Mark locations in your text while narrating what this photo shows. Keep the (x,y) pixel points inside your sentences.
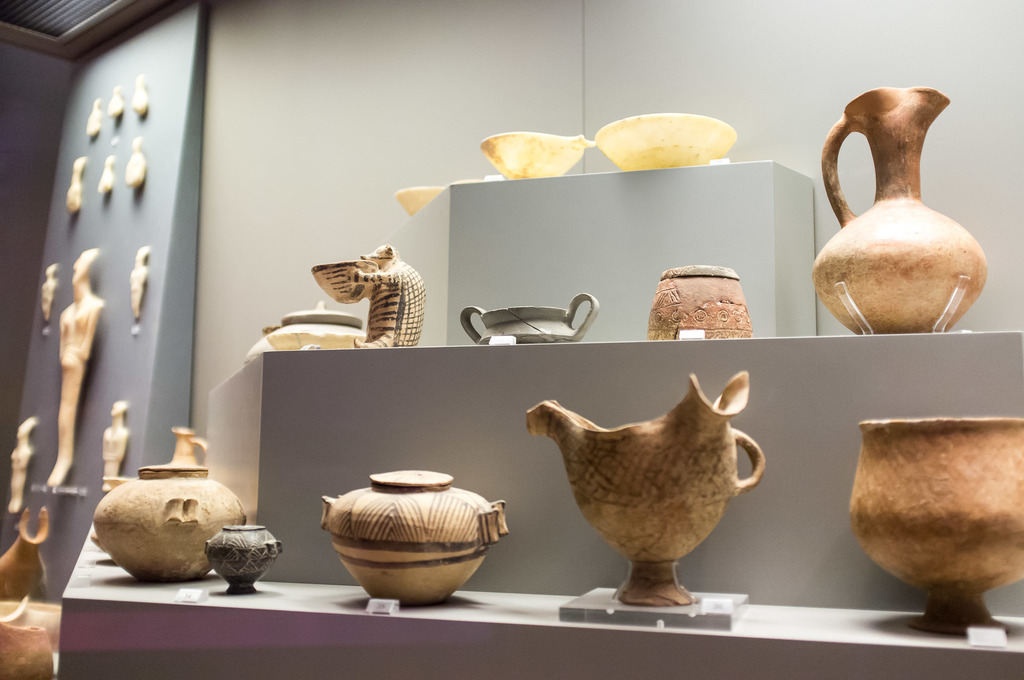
There are bowls (639,148), pots (837,289) and many other items (419,339) on the platform (411,375). In the back (295,121) there is a wall (210,151). Near to that there is a board (138,199). On that many items (78,280) are hanged.
